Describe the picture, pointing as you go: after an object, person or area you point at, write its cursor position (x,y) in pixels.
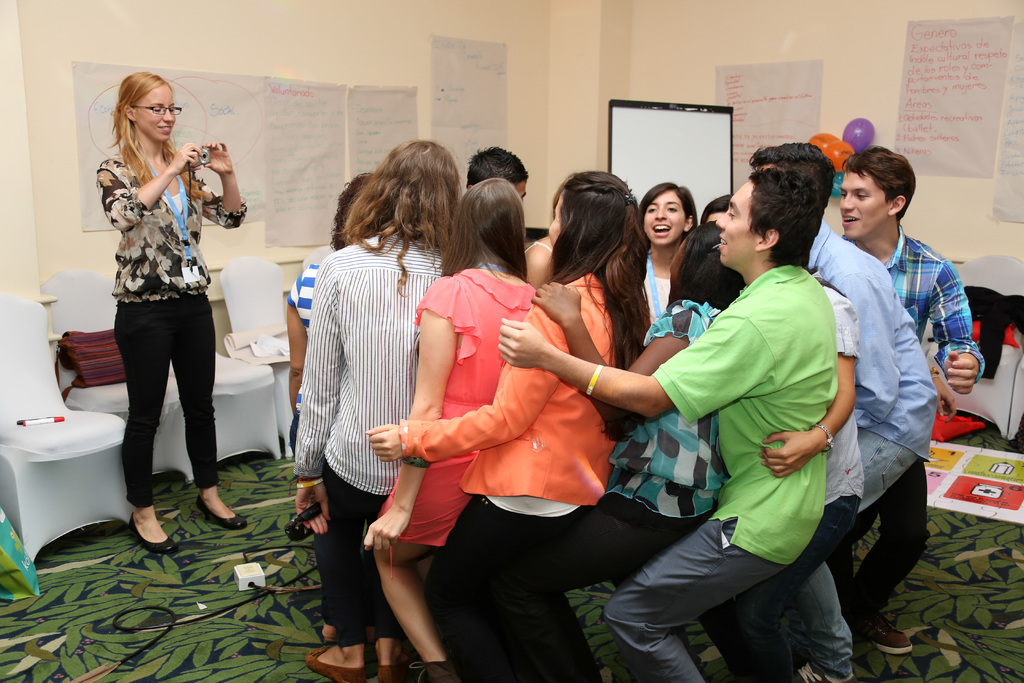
On the left side (201,209), there is a woman (144,142) smiling, holding a camera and standing. Beside her, there are white color chairs (172,464), on which there are some objects (285,337). In front of her, there are other persons (492,445) on the floor (919,605). In the background (1006,77), there are posters (908,99) pasted on the wall (748,19) and there is a screen (689,127).
